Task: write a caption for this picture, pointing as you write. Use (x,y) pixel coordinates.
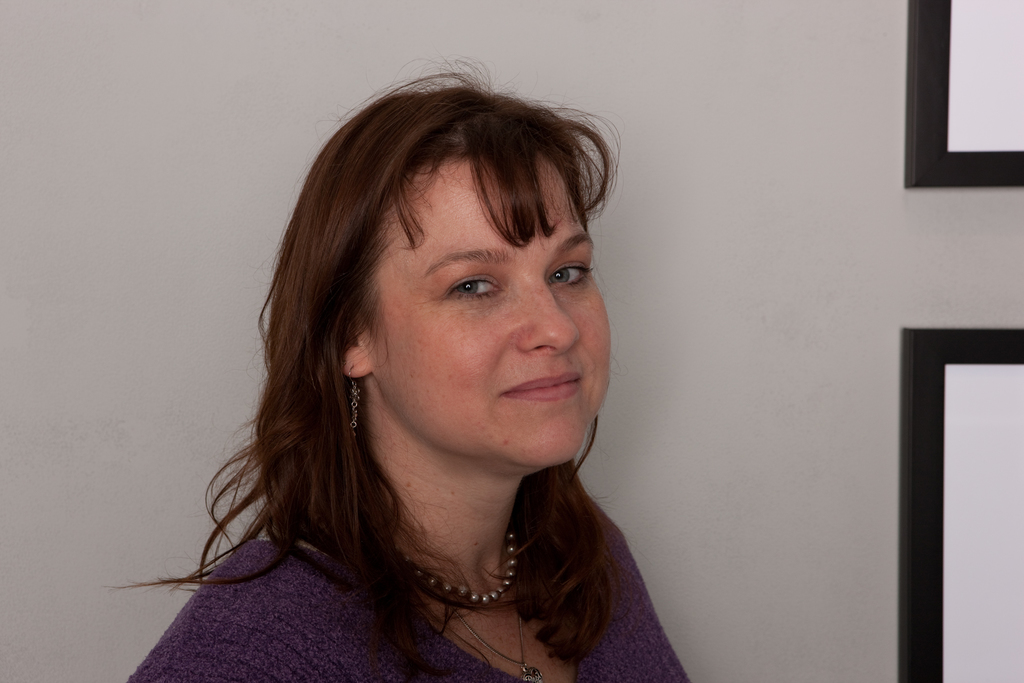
In this picture we can observe a woman (394,488). She is wearing violet color dress (294,622) and she is smiling. In the background (195,267) there is a white color wall (229,299).
